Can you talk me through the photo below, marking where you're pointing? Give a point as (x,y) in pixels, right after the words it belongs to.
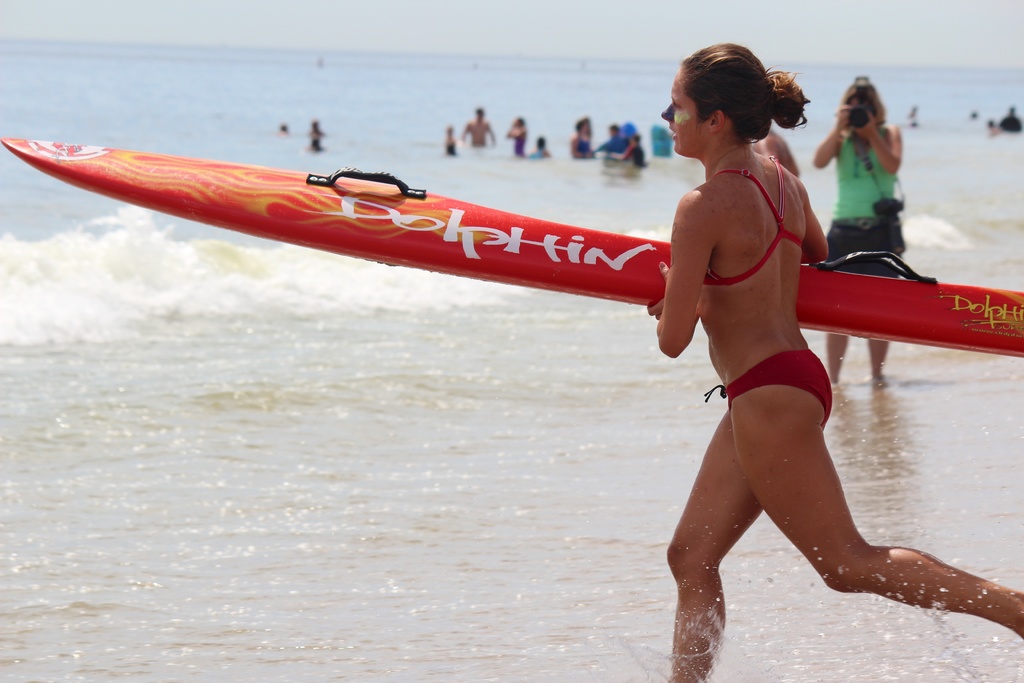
In this image we can see a lady (819,381) holding a surfing board (882,287). In the background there are people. The person (834,249) standing on the right (863,267) is holding a camera (851,119). There is water (565,130). At the top (500,33) there is sky (445,28).
